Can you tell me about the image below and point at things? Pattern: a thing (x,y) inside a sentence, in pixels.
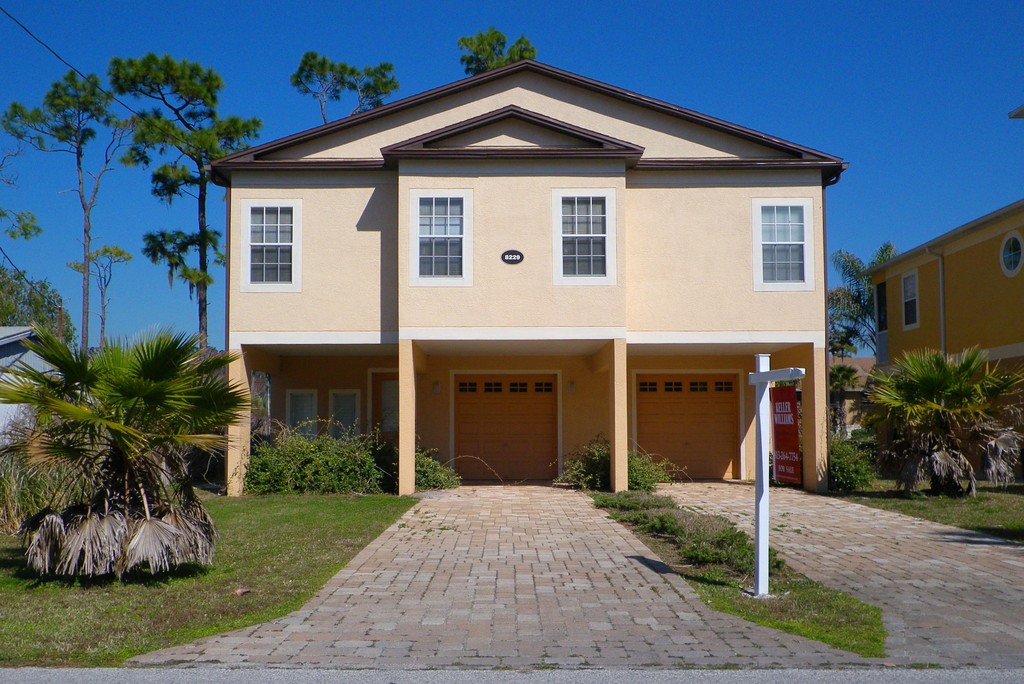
In this image we can see some houses (390,224) with windows (288,276) and a roof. We can also see some plants (378,479), grass (333,552), a pathway (535,561) and a sign board (784,474) to a pole (768,419). On the backside (70,263) we can see some trees (129,254) and the sky (129,269) which looks clear.
